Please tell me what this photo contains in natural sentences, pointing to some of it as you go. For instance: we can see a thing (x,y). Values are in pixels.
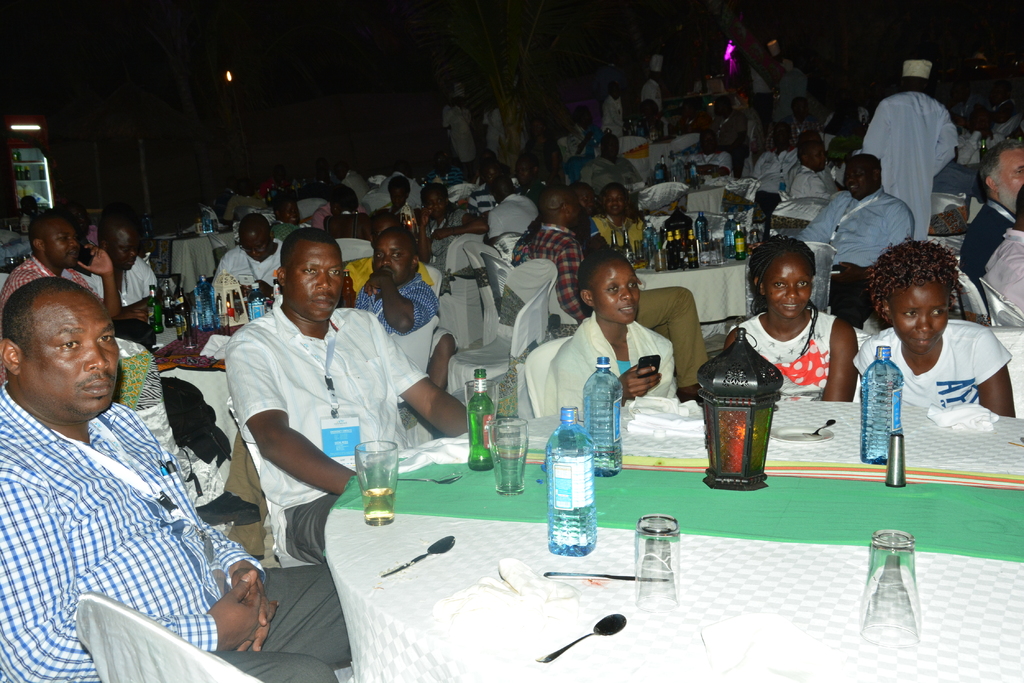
There are so many people (323,490) sitting around dining table (425,516) where there are so many water bottles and tissues (464,601) and spoons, alcohol bottles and a candle light lamp (714,369) in middle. At one corner there is a fridge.
